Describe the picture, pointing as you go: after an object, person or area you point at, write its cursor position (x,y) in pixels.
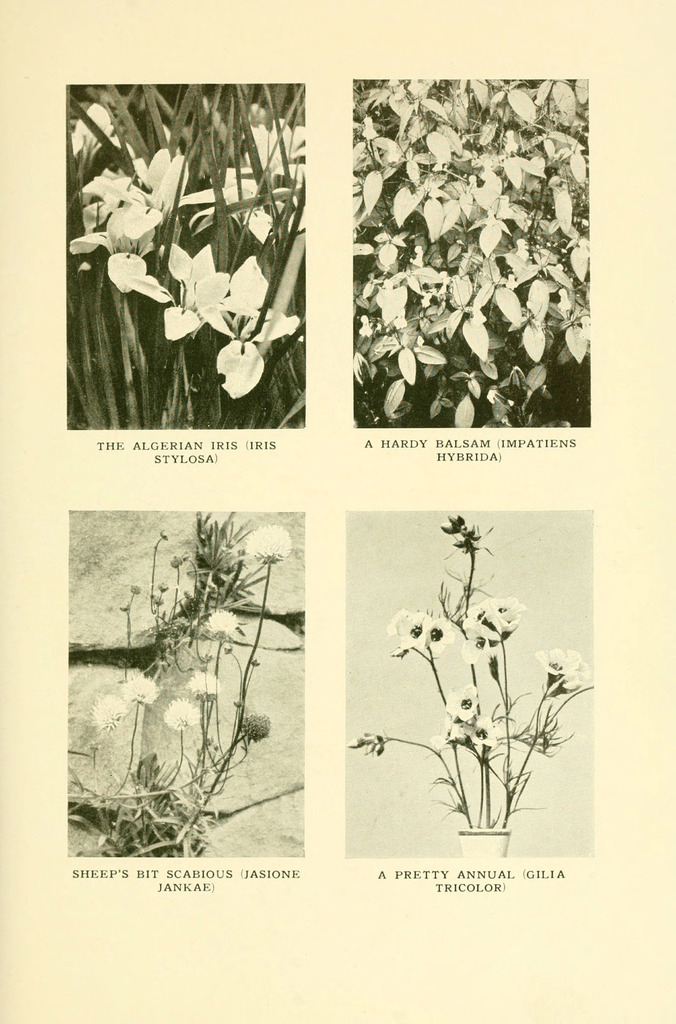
In this image we can see a flower pot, white flowers (144,288) and green leaves (515,314).
